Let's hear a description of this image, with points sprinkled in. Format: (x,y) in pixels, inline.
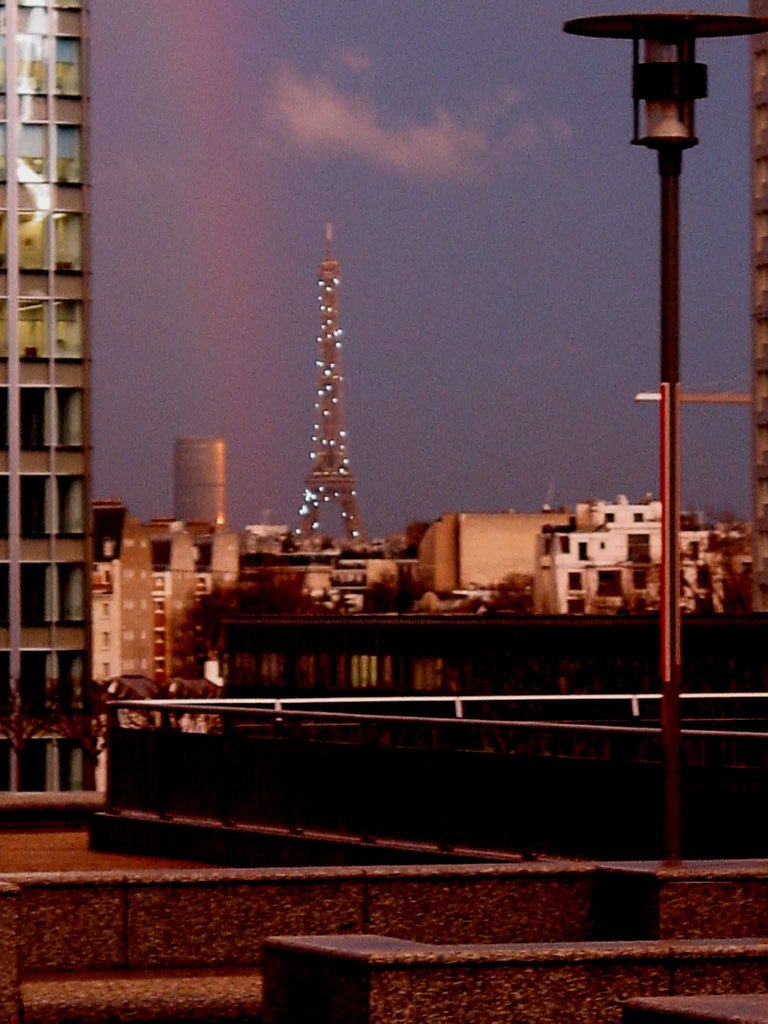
In this picture I can see buildings (339,587), tower (331,334) and poles (666,456). In the background (364,250) I can see the sky (360,291).
